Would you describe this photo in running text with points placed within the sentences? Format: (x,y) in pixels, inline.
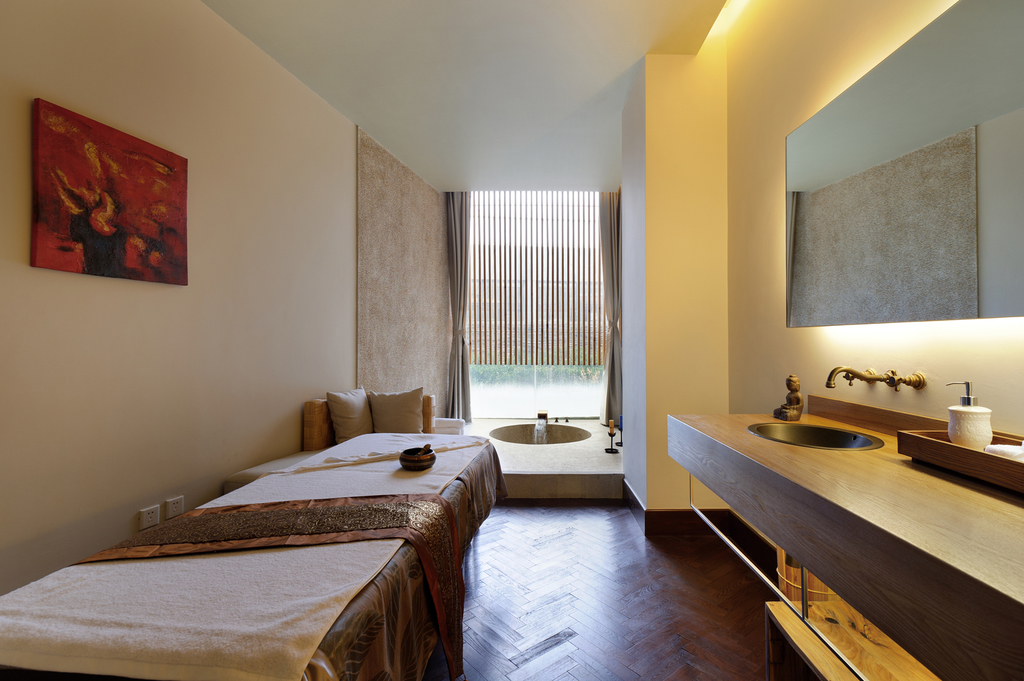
On the left side of the image (18,237) I can see a bed (348,487), pillows (409,415), sockets (173,511), picture (143,190), wall (127,359) and things (284,484). On the right side of the image (958,552) there is a mirror (883,134), lights (901,332), tap (834,385), sink (811,442), platform (948,535), tray (982,457), statue (795,397) and things (963,438). In the middle of the image (554,241) I can see floor (592,567), window (578,379), curtains (608,377) and things (578,435).
